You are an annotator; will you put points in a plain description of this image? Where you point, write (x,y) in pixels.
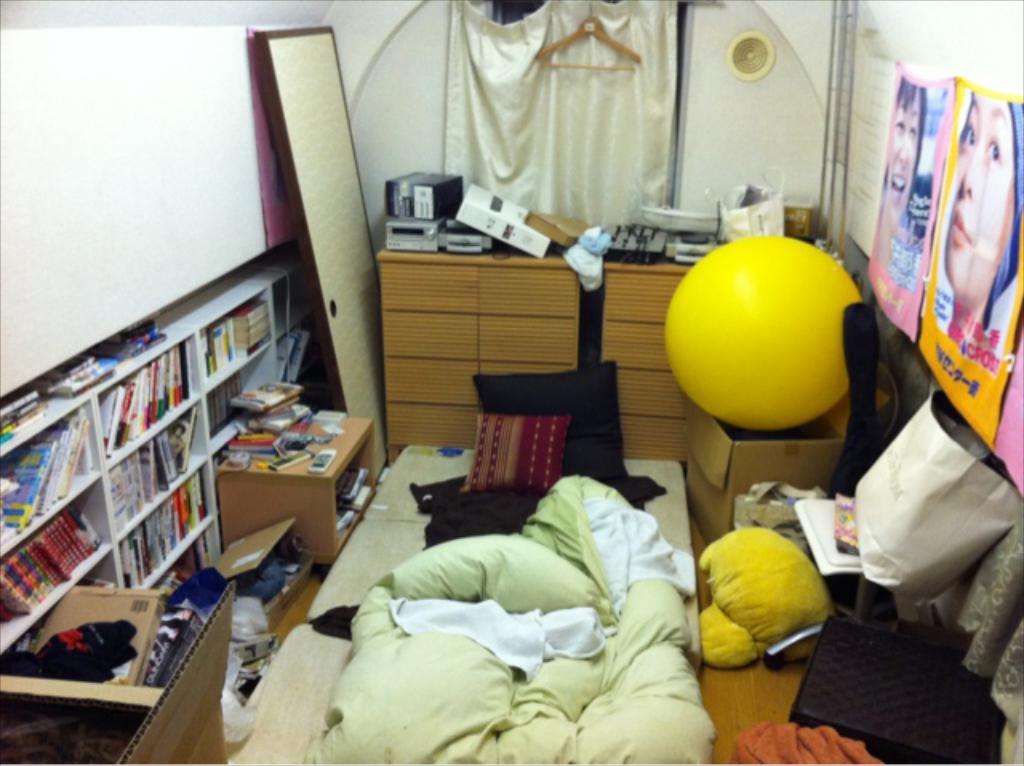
This picture is of inside the room (886,320). In the foreground (194,655) we can see a blanket (391,628), pillows (514,411), box (751,468), some clothes (415,490) and a shelf (197,416) of books (141,403). On the right (936,157) there are some posters (957,168) hanging on the wall (924,60). In the background (564,79) we can see a curtain (577,72), a hanger (618,48), a cabinet (547,293) and some machines (655,234) are placed on that and a wall (690,202).
